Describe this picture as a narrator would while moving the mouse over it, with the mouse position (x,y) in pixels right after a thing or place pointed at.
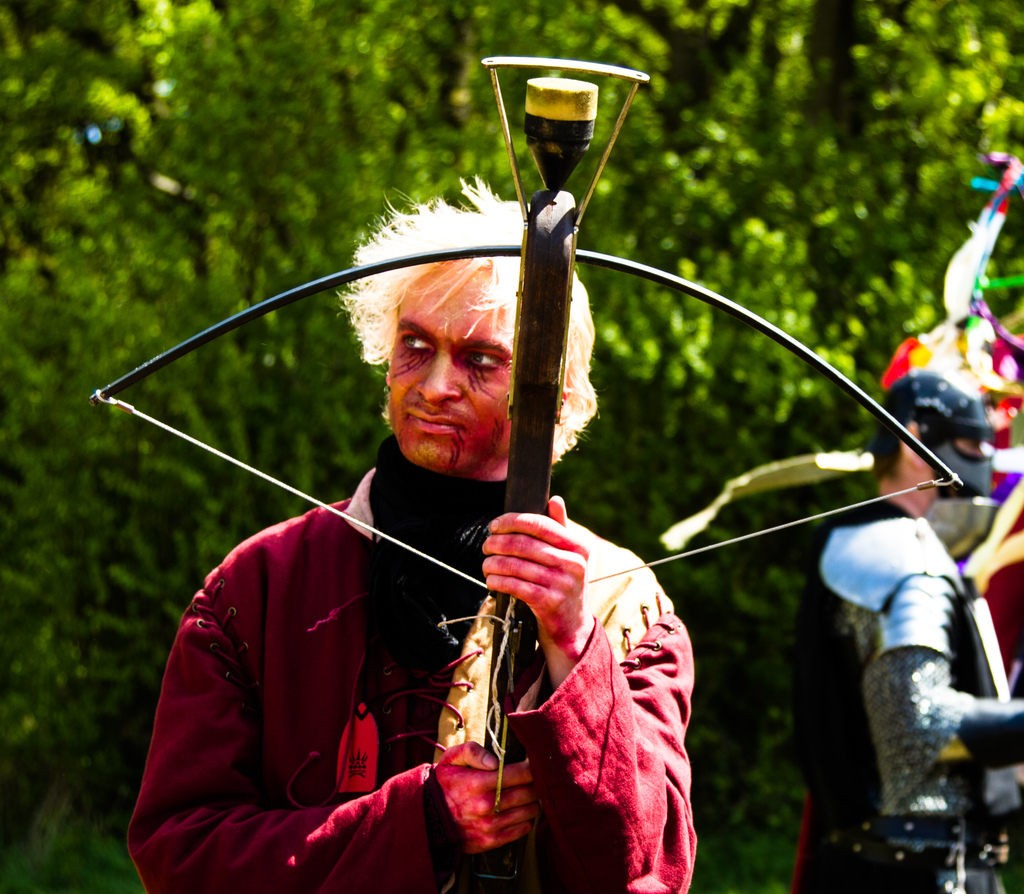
In this picture I can see there is a man (427,806) standing and he is wearing a costume (263,692), he is wearing a maroon coat (303,747) and holding a bow (512,674) in his hand (516,540). There is another person (893,819) standing in the backdrop (880,868) and there are few trees (814,203) and the backdrop (725,419) is blurred.
